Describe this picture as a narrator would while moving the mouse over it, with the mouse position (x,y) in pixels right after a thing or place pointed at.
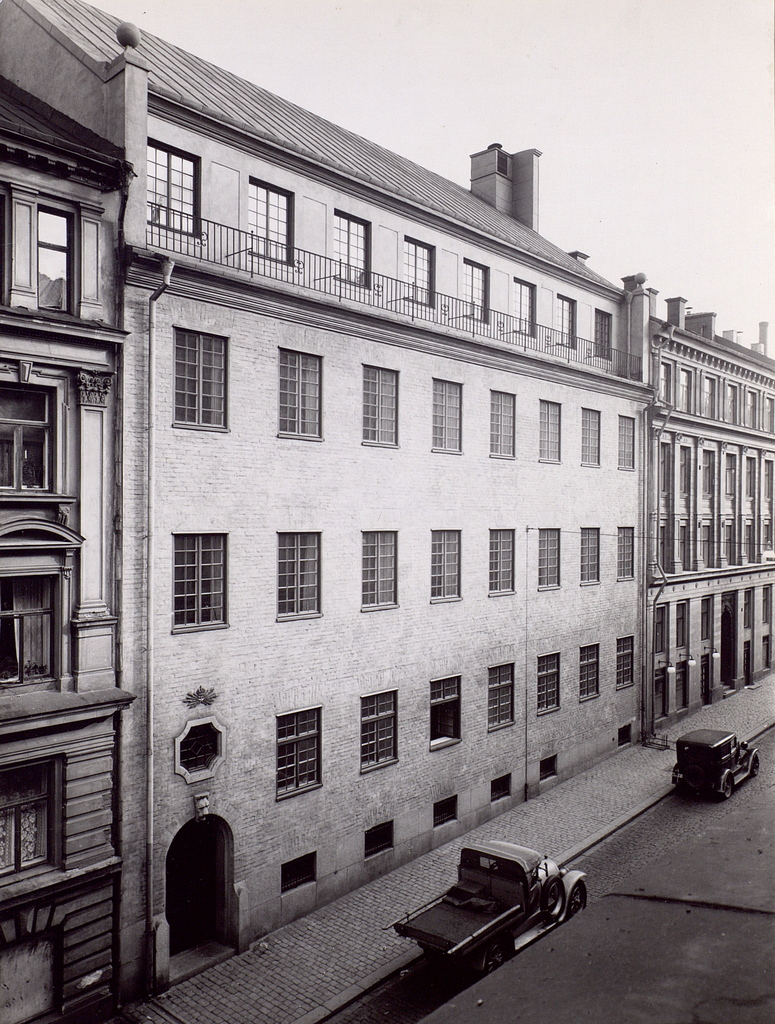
It is an black and white picture. In this image I can see buildings (274,450). On the right bottom of the image (525,939) I can see vehicles (504,913) are on the road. On the right top of the image (772,12) there is a sky (560,34).
